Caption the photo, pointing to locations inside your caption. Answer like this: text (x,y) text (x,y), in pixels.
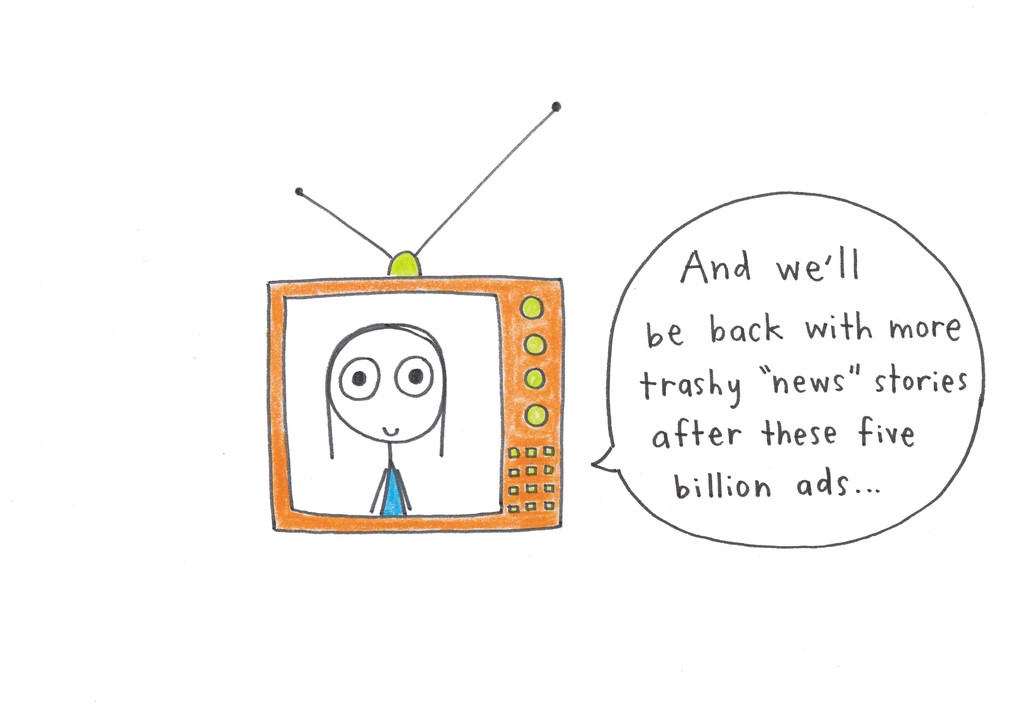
In this picture we can see television art (417,441) and here we can see some edited text (648,399) in the comment (942,432). The background of the image (567,585) is in white color.
